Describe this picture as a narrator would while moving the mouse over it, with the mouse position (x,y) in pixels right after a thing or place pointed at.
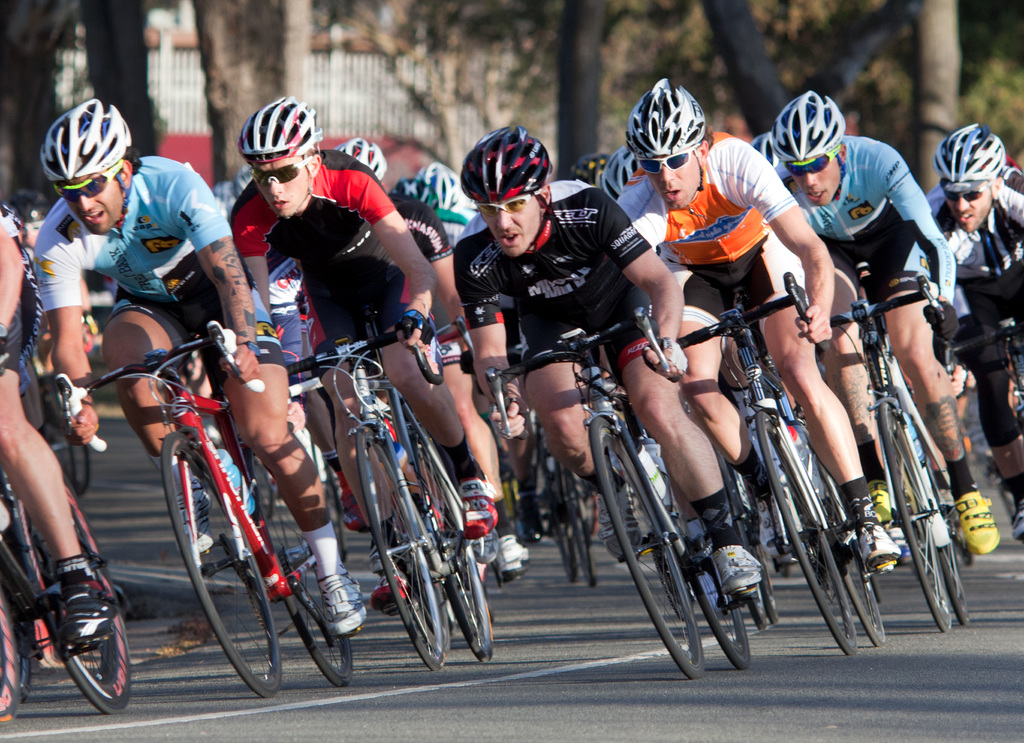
In this image I can see there are group of persons (496,214) wearing a helmet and spectacle (811,173) and riding on bi-cycle (772,420) on the road (536,626), at the top (124,86) I can see trunk of trees (940,5) and fence (388,100).
